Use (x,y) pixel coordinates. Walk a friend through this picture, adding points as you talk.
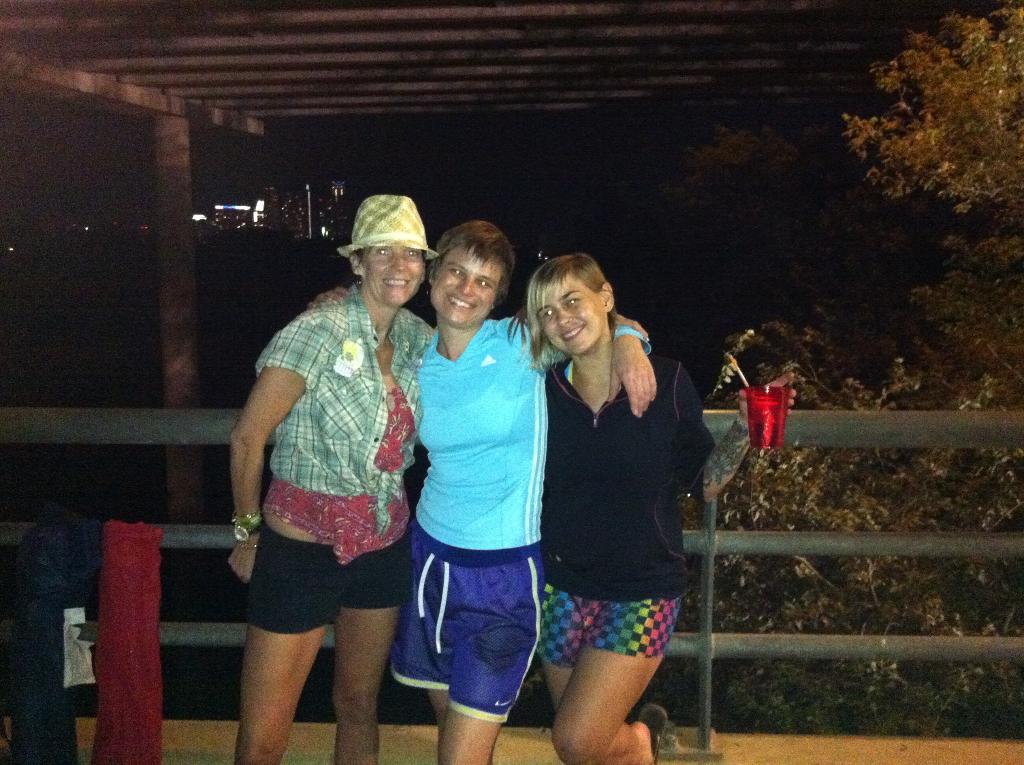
In this image we can see three women (490,594) standing beside the metal fence (710,526). In that a woman (623,554) is holding a glass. On the left bottom (124,663) we can see some folded mats (139,663) on the floor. On the backside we can see a group of trees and a roof (391,103) with a pillar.
